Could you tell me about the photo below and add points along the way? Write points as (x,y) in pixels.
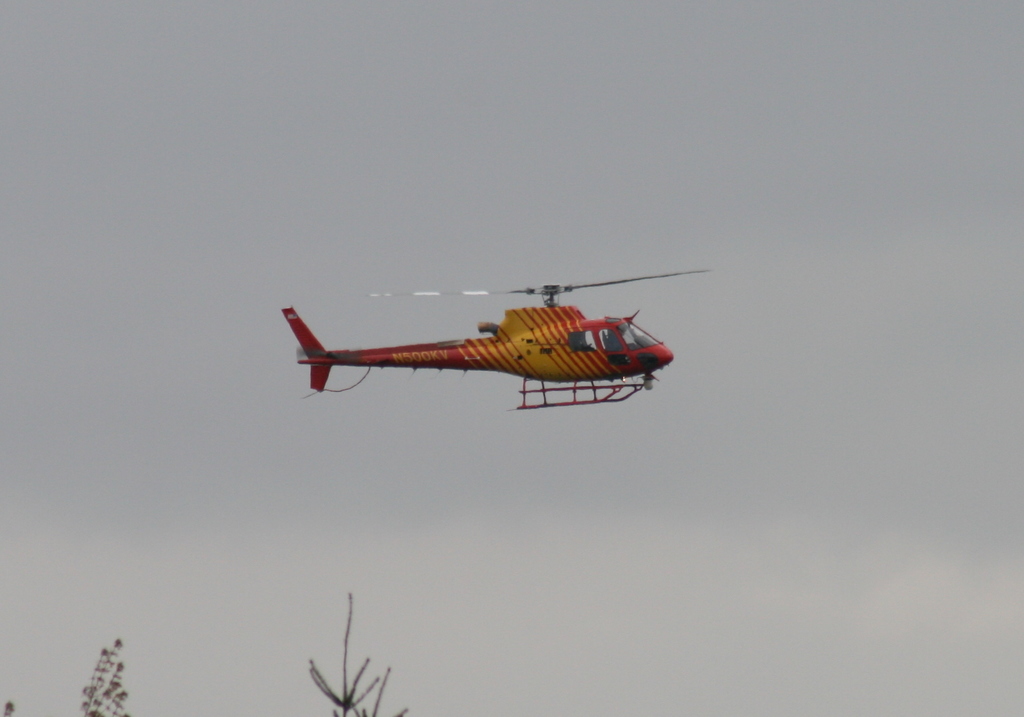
In the center of the image (512,334) there is a helicopter (642,347). In the background of the image (586,409) there is sky (421,260) and clouds (767,210).
